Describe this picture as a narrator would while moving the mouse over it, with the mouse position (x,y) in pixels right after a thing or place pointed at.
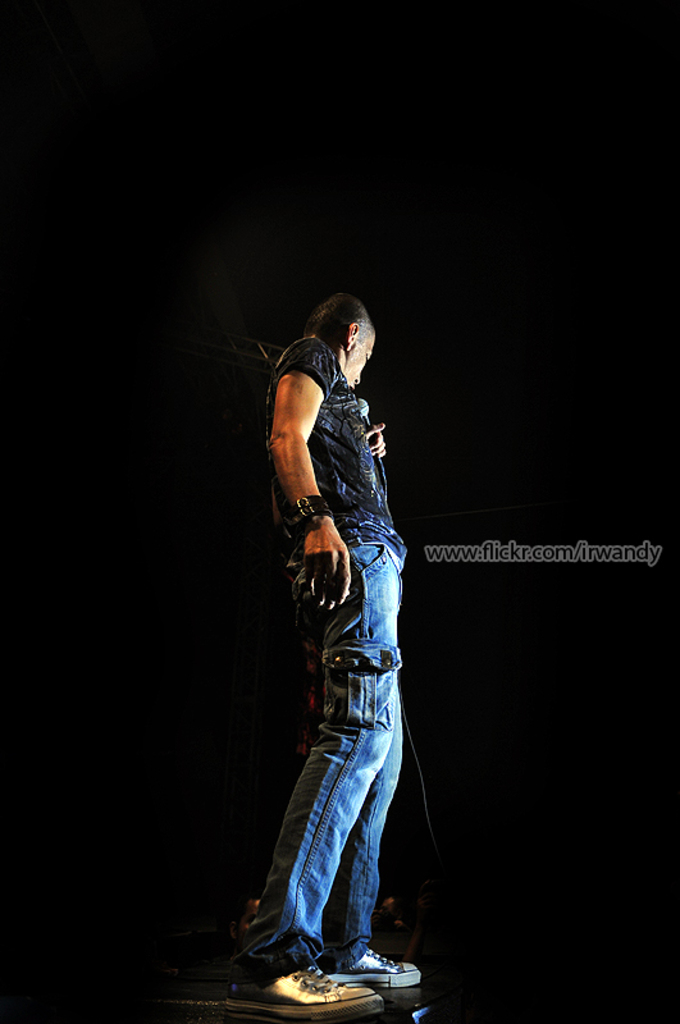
In this image we can see a person (378,617) holding microphone (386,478) in his hand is standing on the floor (147,1020). In the background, we can see a metal frame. On the right side of the image (554,553) we can see the text (545,548).
